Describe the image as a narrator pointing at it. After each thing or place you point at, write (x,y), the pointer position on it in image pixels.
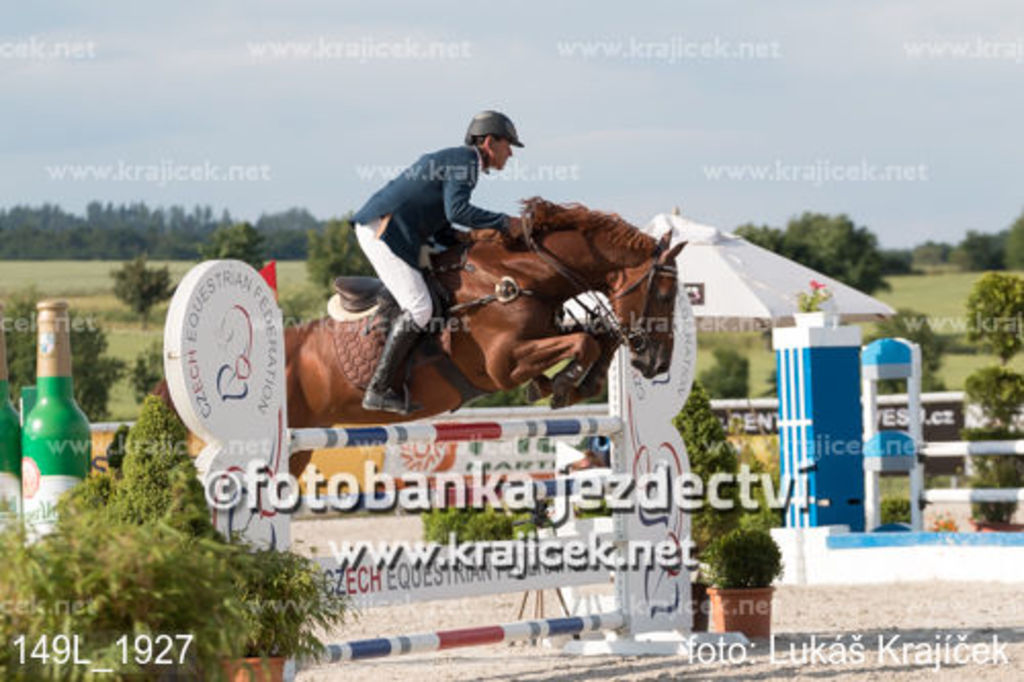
This is an edited image. In this image we can see a man (407,301) riding a horse (366,412). We can also see some plants (94,490), poles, statues (85,465), a board (225,419) with some text (233,450) on it, a tent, grass (767,383), a group of trees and the sky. We can also see some text (477,552) on this image.
